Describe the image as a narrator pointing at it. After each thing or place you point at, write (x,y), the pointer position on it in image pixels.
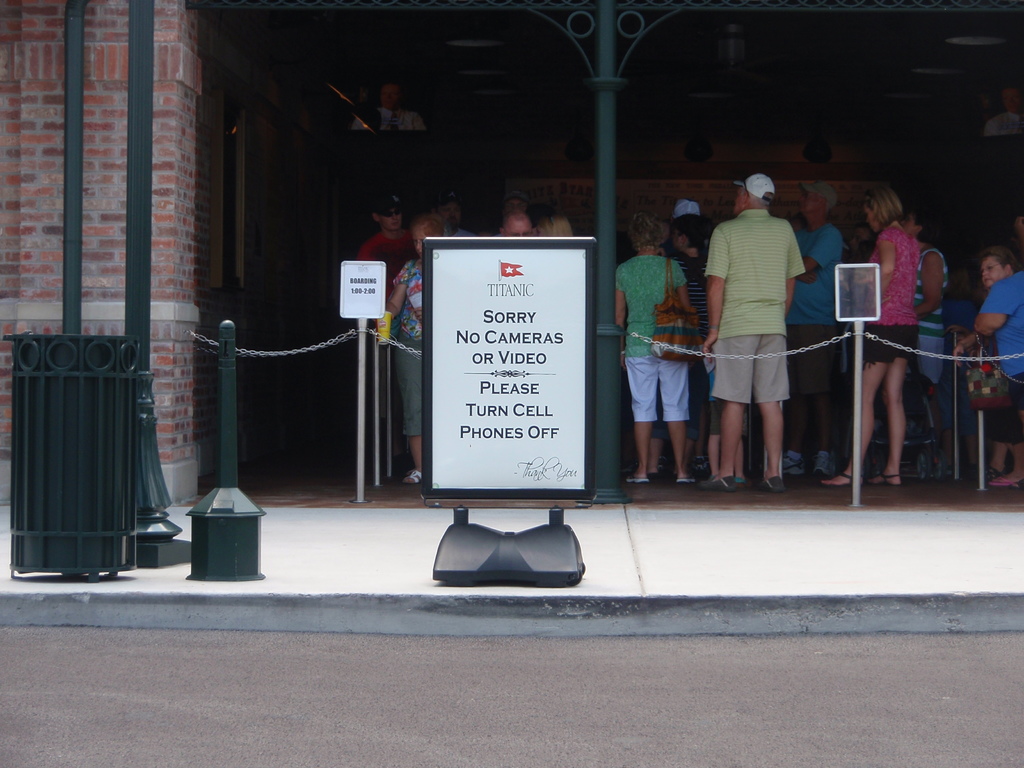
In this picture we can see road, there is board (573,316), there are some poles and in the background of the picture (692,308) there are some people (630,321) standing in line and there is a wall (189,171).
